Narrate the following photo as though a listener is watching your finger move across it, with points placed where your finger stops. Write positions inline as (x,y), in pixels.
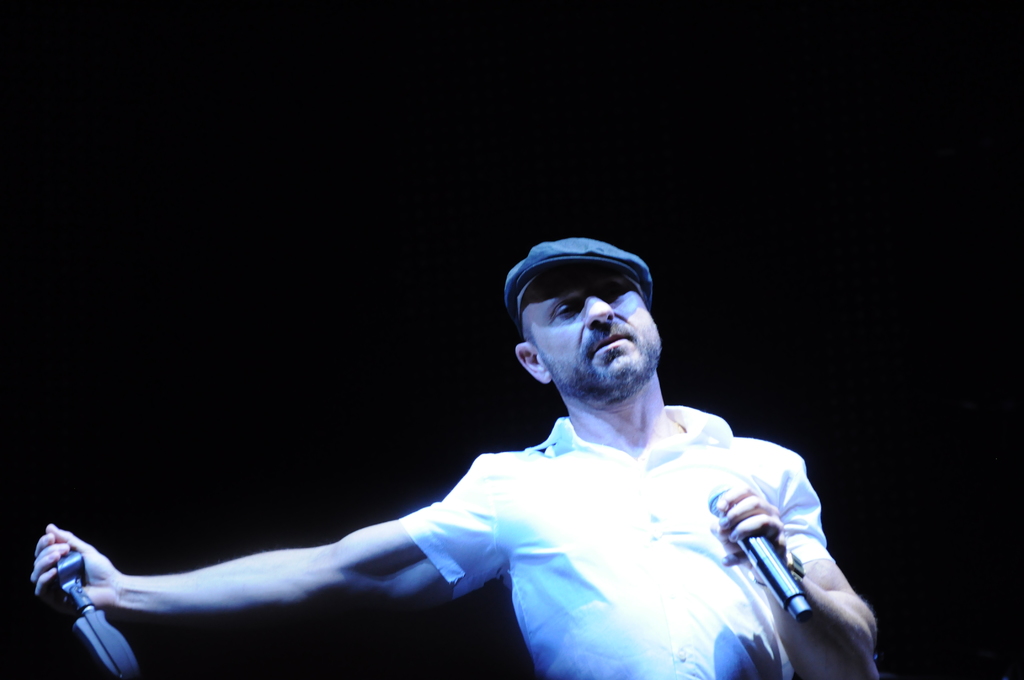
This is the picture of a person (672,627) who wore a white shirt (501,463) and a hat (538,271) holding the mike (718,511) in the left hand (757,506) and some thing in his right hand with the background of black color.
